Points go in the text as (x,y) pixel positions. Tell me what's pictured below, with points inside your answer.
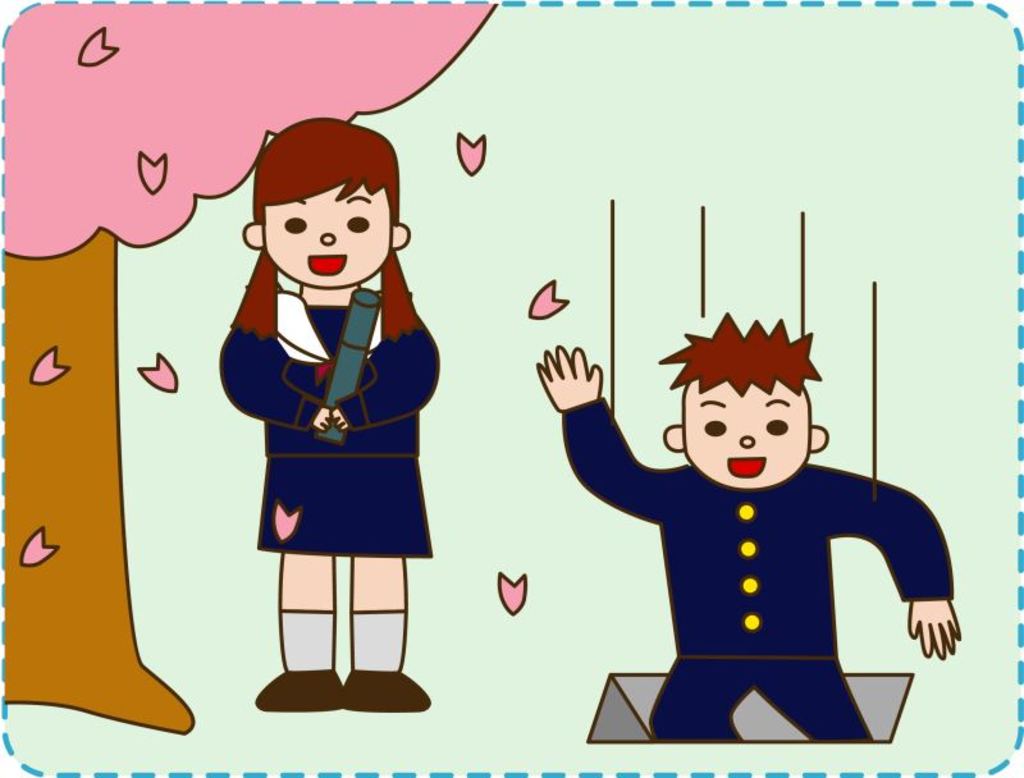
This image consists of an art of a girl (370,425), a boy (736,521) and a tree (121,226). In this image the background (674,99) is green in color.
